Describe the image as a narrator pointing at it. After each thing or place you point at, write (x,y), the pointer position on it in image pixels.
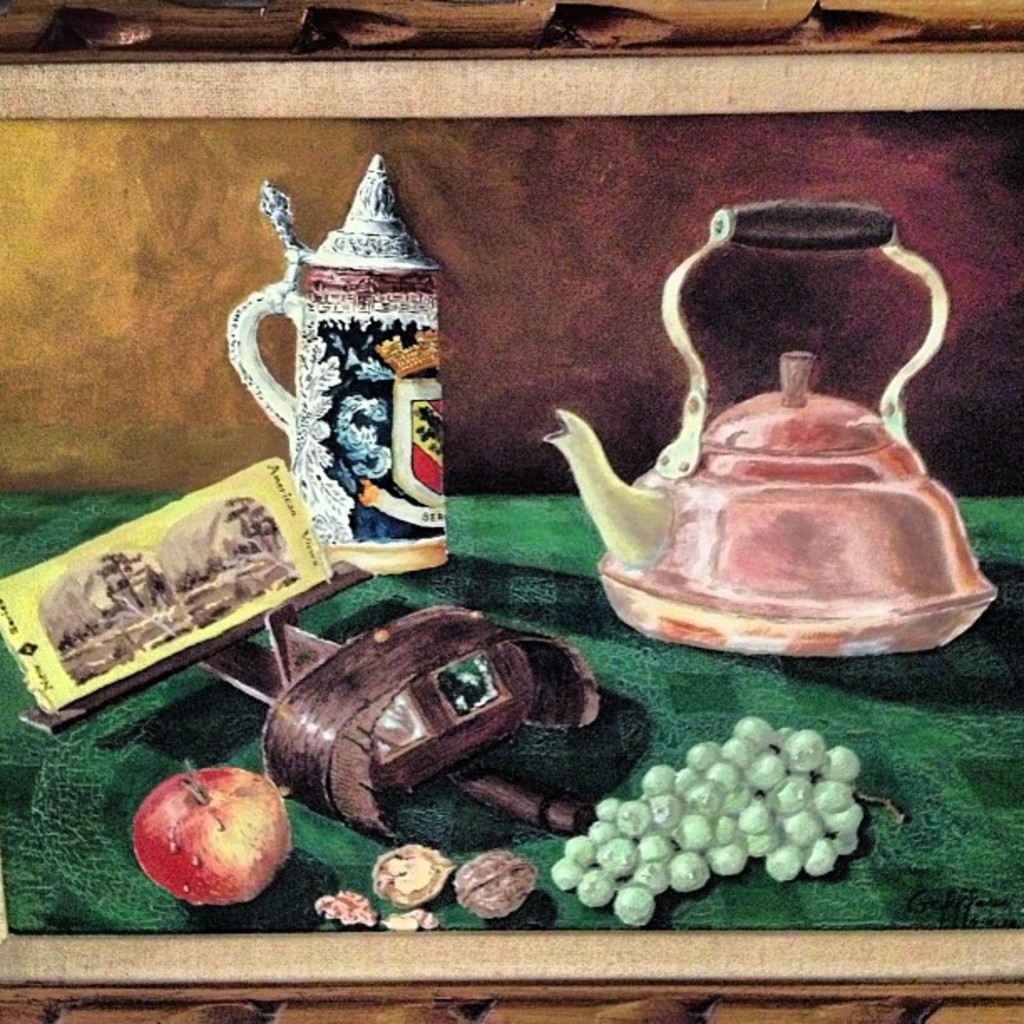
I see this is a painted picture and I see an apple (197,832), grapes (606,819), a mug (415,343), a kettle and few things (483,903) and these all things (687,494) are on a green colors surface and it is brown and maroon over here.
